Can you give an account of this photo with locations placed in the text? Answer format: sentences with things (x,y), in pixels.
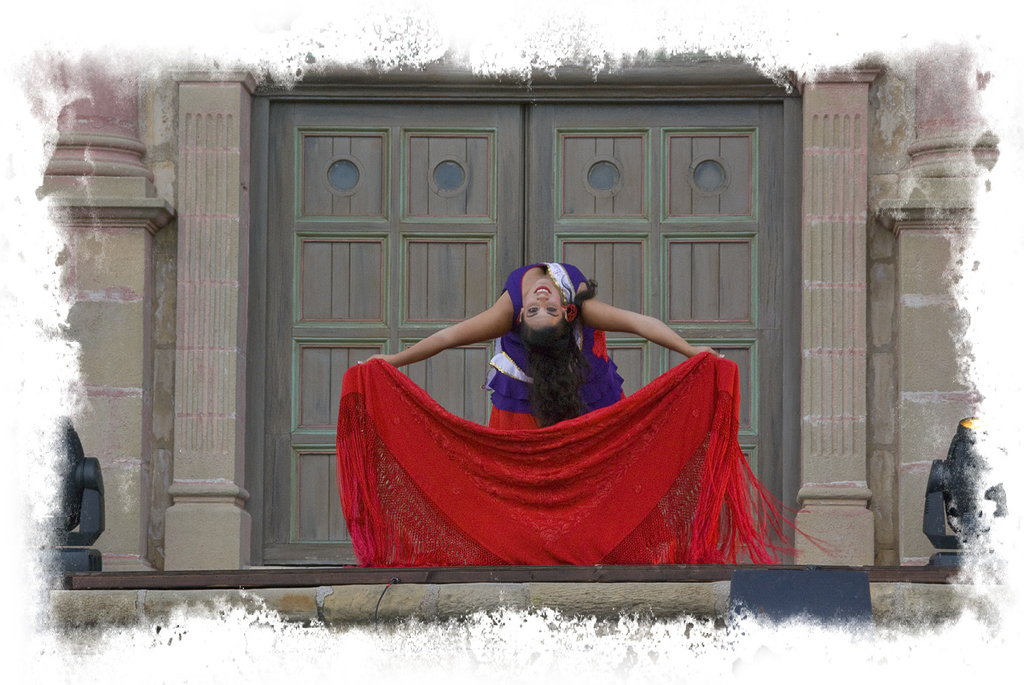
In this image there is a girl (563,285) standing in front of door (599,252) bending back holding a scarf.
